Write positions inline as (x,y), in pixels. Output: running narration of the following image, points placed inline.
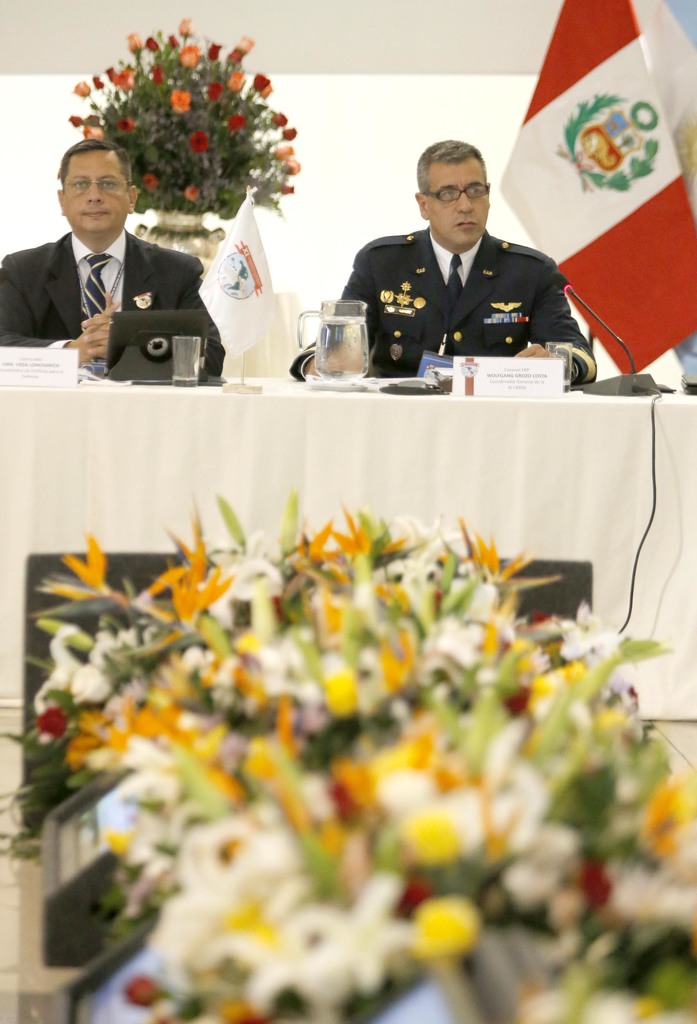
In this image we can see two persons (449,307) sitting near the table (521,475) covered with a cloth (433,447), there is a jug (351,346) with water (339,364), a glass (194,368), boards (480,386), mic (601,381) and few objects (151,338) on the table (542,418), there is a flag (642,96), a house plant (207,181) behind the persons (115,245), there are flowers (337,766) and few objects (107,966) in front of the table (608,413).
